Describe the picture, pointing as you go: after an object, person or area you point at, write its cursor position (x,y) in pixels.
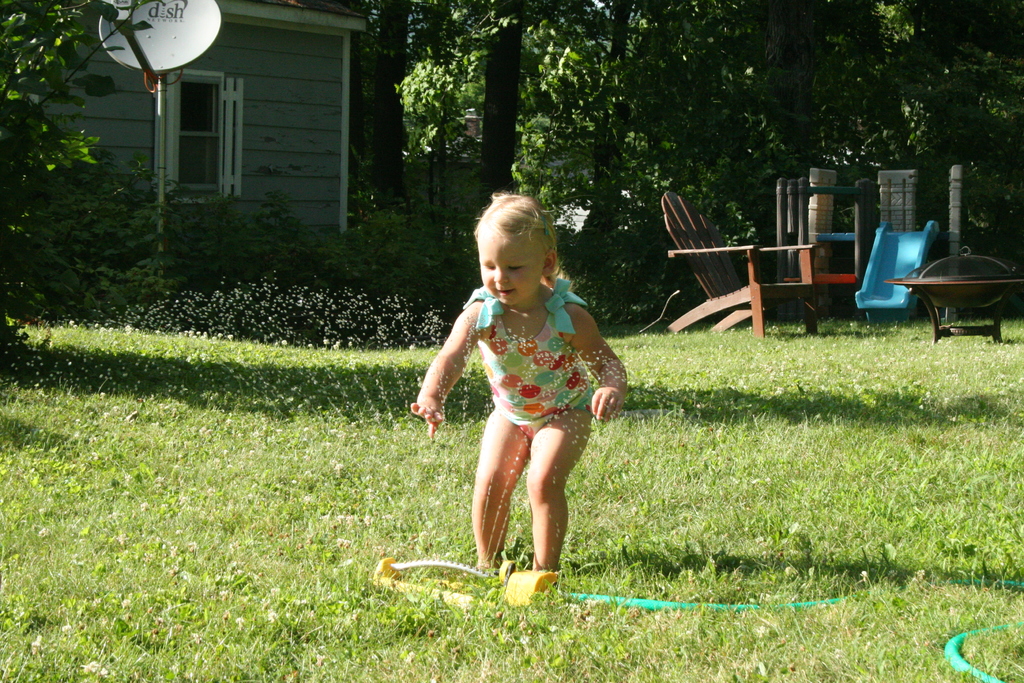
In this picture there is a small girl (569,337) in the center of the image (495,248) on the grassland (572,552) and there is water pipe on the grassland (51,457) and there are trees (491,76), a house (300,103), chair (751,294), slide (873,295), and a table (915,280) in the background area of the image (840,193).
